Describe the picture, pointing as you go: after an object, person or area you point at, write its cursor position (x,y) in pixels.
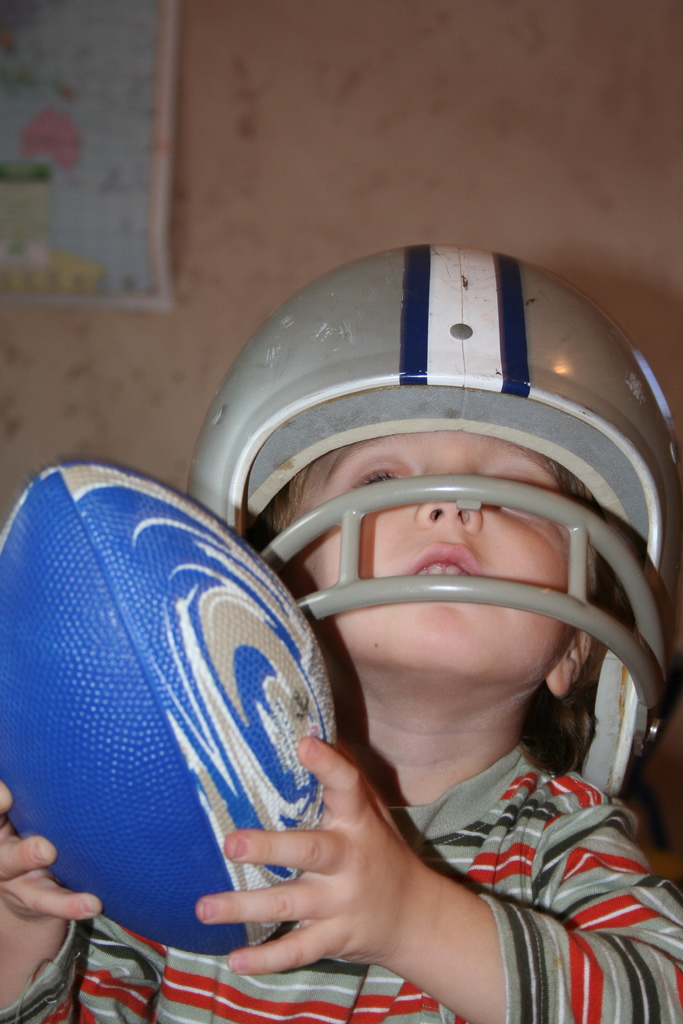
In this image there is a kid (443,685) who is holding the rugby ball (110,696) and wearing the helmet (363,412). In the background (311,153) there is a wall (264,121) to which there is a map (78,119).
